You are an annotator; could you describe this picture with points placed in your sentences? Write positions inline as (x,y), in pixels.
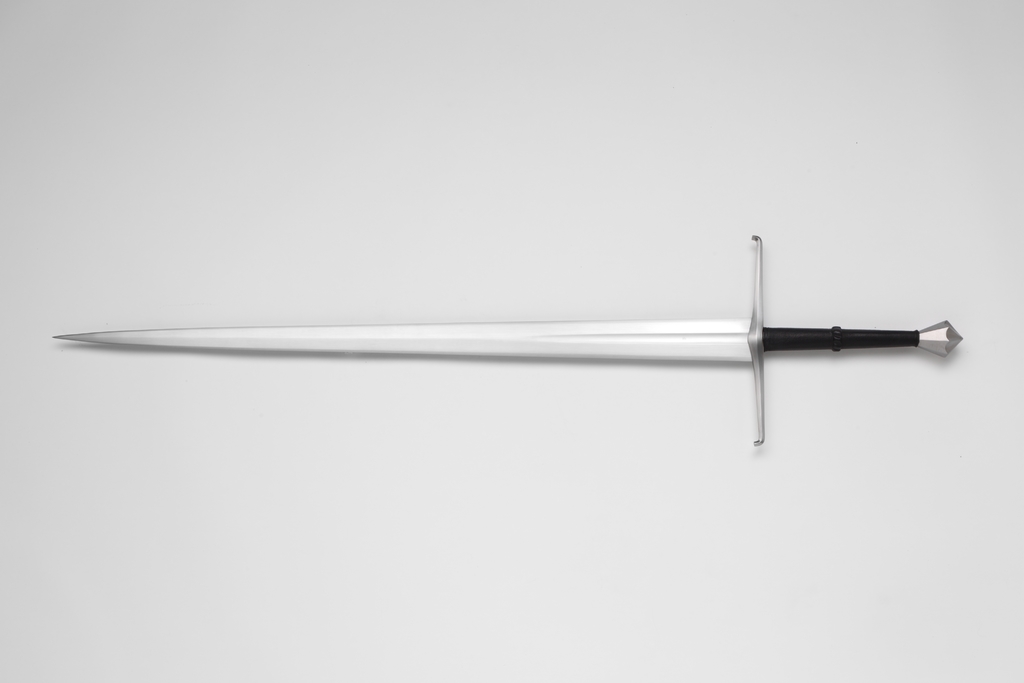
In the center of the image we can see a sword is present on the surface (474,181).
